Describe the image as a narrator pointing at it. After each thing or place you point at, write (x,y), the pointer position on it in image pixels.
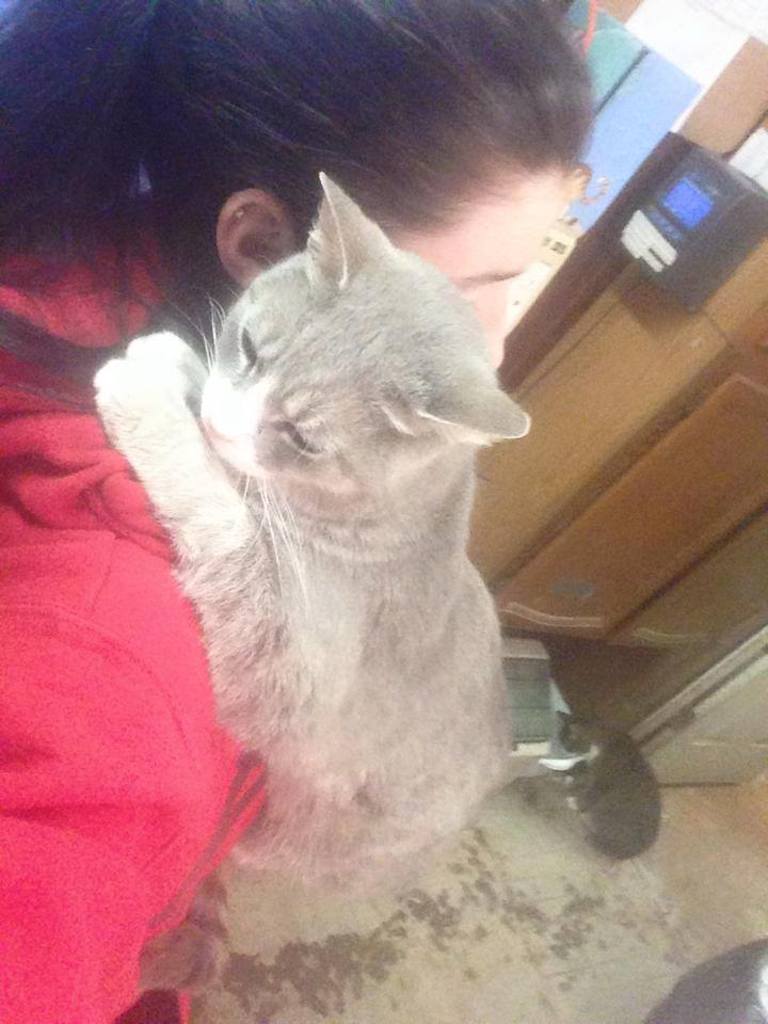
In this picture we can see a girl (530,259) wearing a red sweater (136,531) carrying a cat (160,357) on her shoulder (113,486). There is also another cat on the ground (549,851).
